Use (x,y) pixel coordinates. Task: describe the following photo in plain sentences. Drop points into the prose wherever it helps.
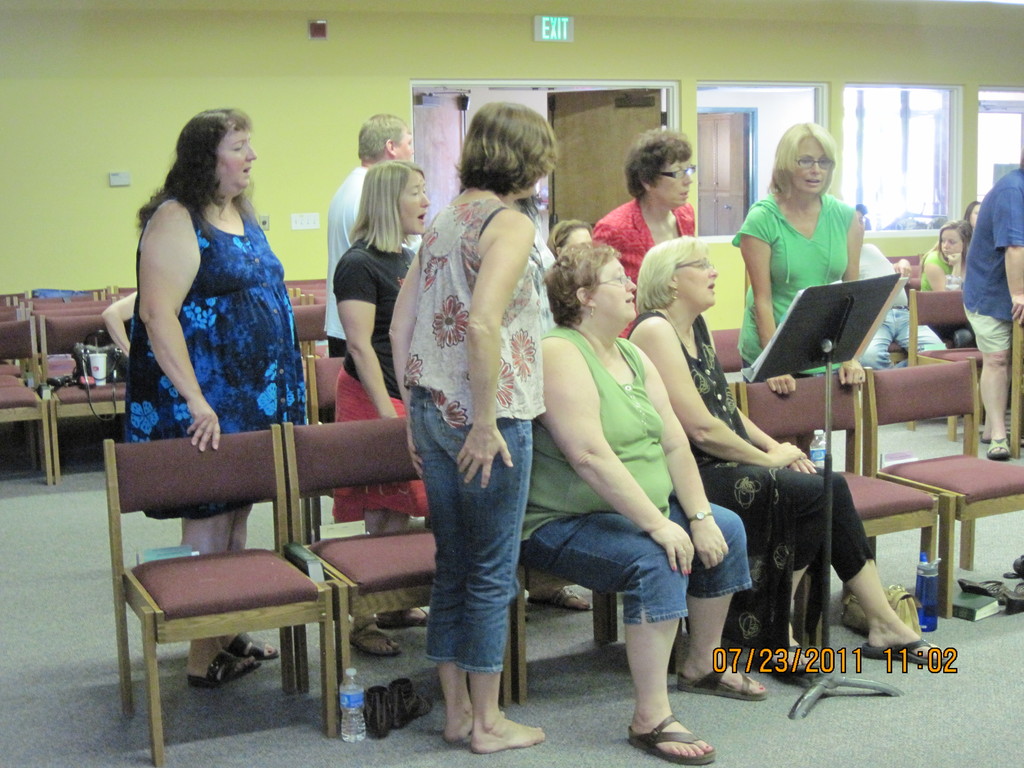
In this image, There are some chairs (928,503) which are in brown color and there are some people (492,450) standing and in the middle (628,278) there are two persons (724,543) sitting on the chairs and there is a black color object (770,369), In the background (803,28) there is a yellow color wall (481,78) and there is a door (583,125) which is in brown color.
